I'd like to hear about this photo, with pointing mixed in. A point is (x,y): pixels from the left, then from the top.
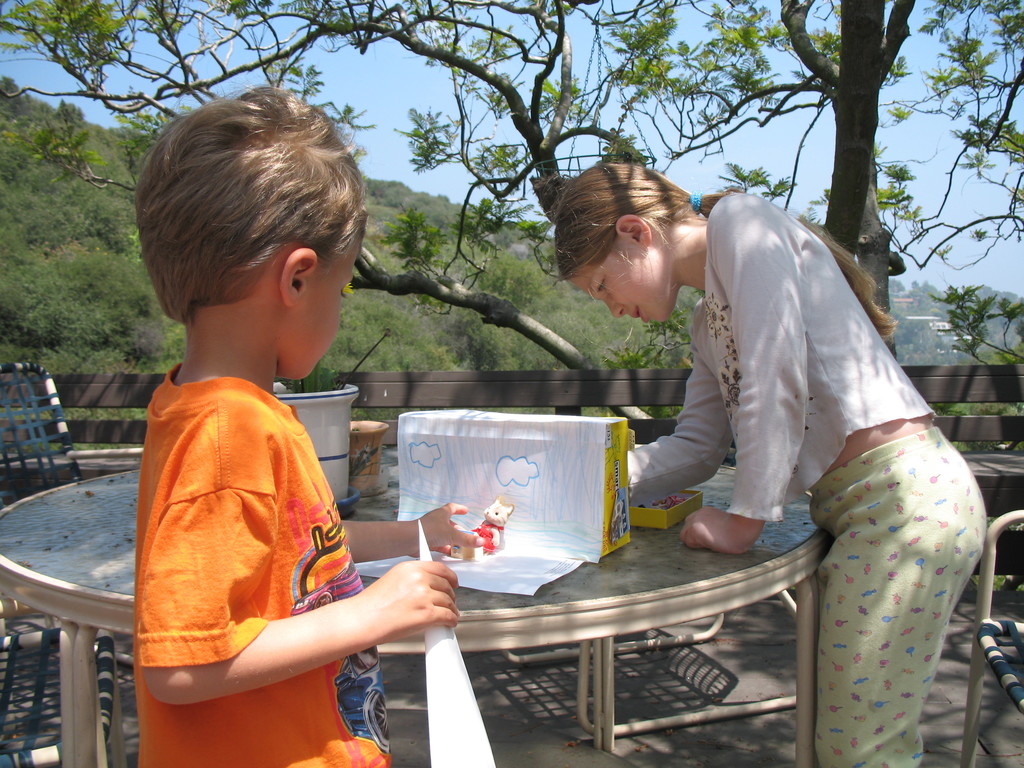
Here we can see a boy (226,500) and a girl (773,282) standing near a table (738,555) preparing something with papers (563,528) and behind them we can see trees (127,110) and hills (441,216).
